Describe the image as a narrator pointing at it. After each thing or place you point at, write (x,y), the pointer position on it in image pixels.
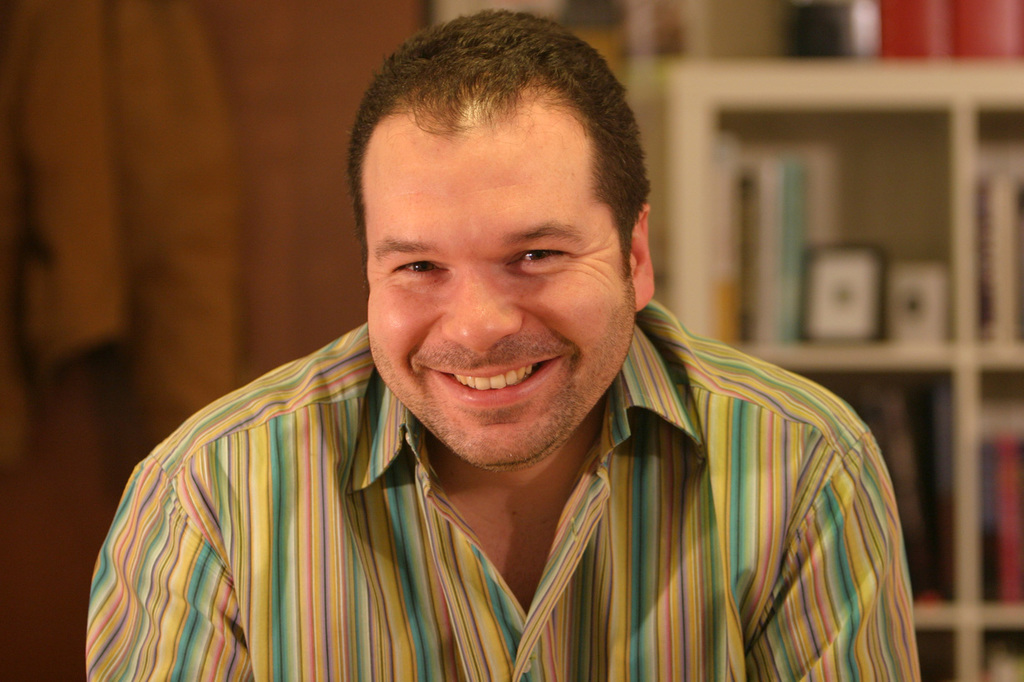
In this image there is one person (433,467) is in the bottom of this image (506,514) is smiling. There is a wall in the background (256,108), and there is one shelf (755,99) on the right side of this image (847,305) and there are some objects (866,252) kept in to it.
